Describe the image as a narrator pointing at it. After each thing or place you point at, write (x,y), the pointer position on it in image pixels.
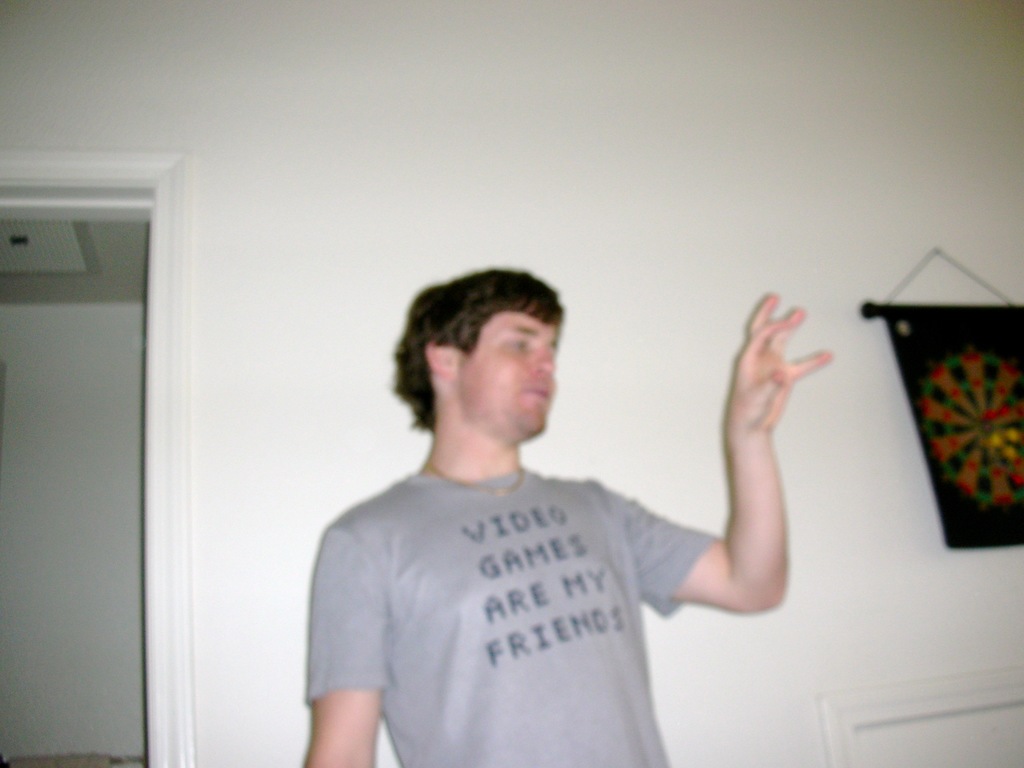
A person (423,579) is wearing a t shirt (463,630) and standing. In the back (426,209) there's a wall (425,163) with door (168,379). Also something is hanged on the wall (885,294).
